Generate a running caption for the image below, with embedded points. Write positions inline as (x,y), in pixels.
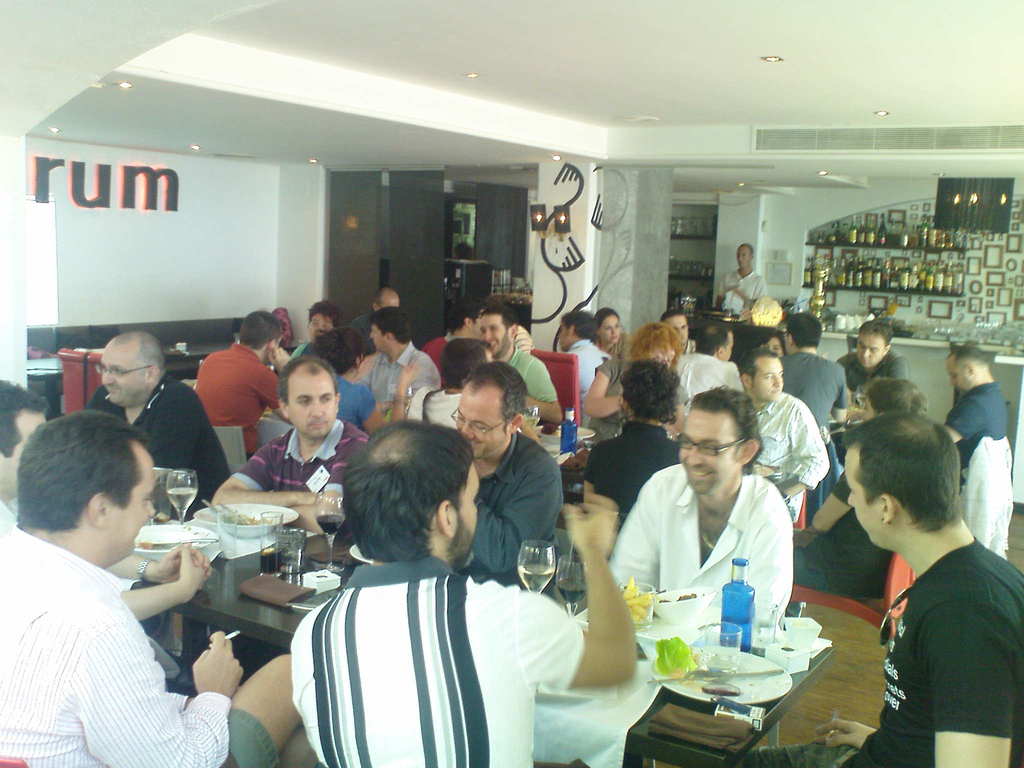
In this image I can see number of people (578,331) are sitting on chairs (537,357). I can also see smile on few faces (104,385). On this table (731,637) I can see few plates (199,545) and number of glasses (547,576). In the background (956,286) I can see number of bottle (851,228).
